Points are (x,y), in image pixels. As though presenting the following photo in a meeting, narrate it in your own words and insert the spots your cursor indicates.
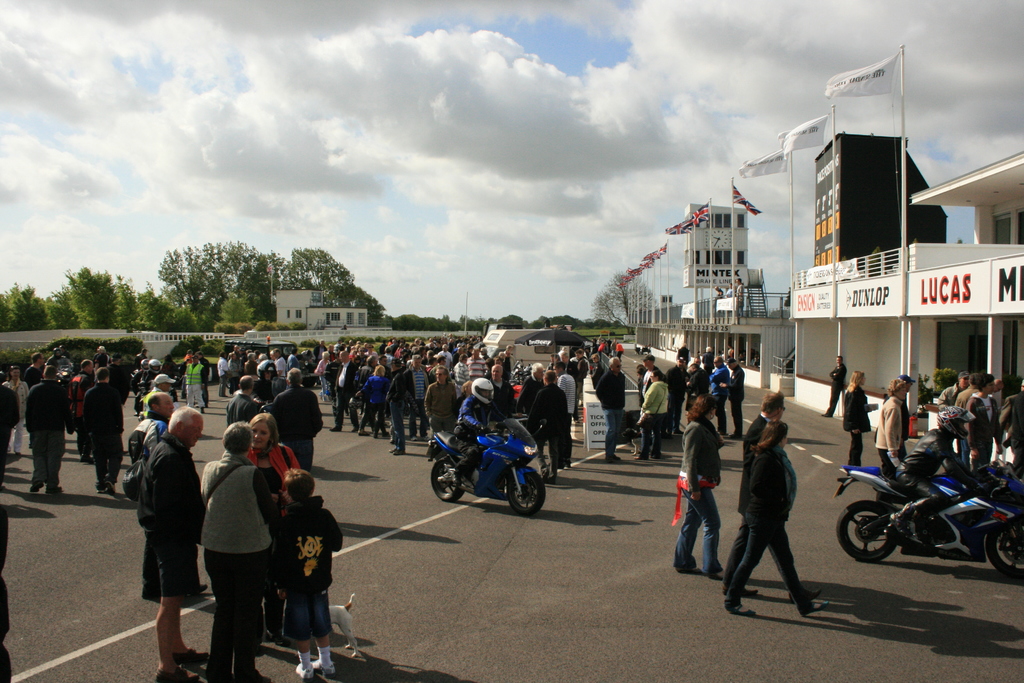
In this image there are people (746,614) standing on the road (503,637). There are two people (924,454) riding the bike (939,513). There is a dog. On the right side of the image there are flags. In the background of the image (625,288) there are buildings (809,296), trees (28,319) and sky (478,84).
